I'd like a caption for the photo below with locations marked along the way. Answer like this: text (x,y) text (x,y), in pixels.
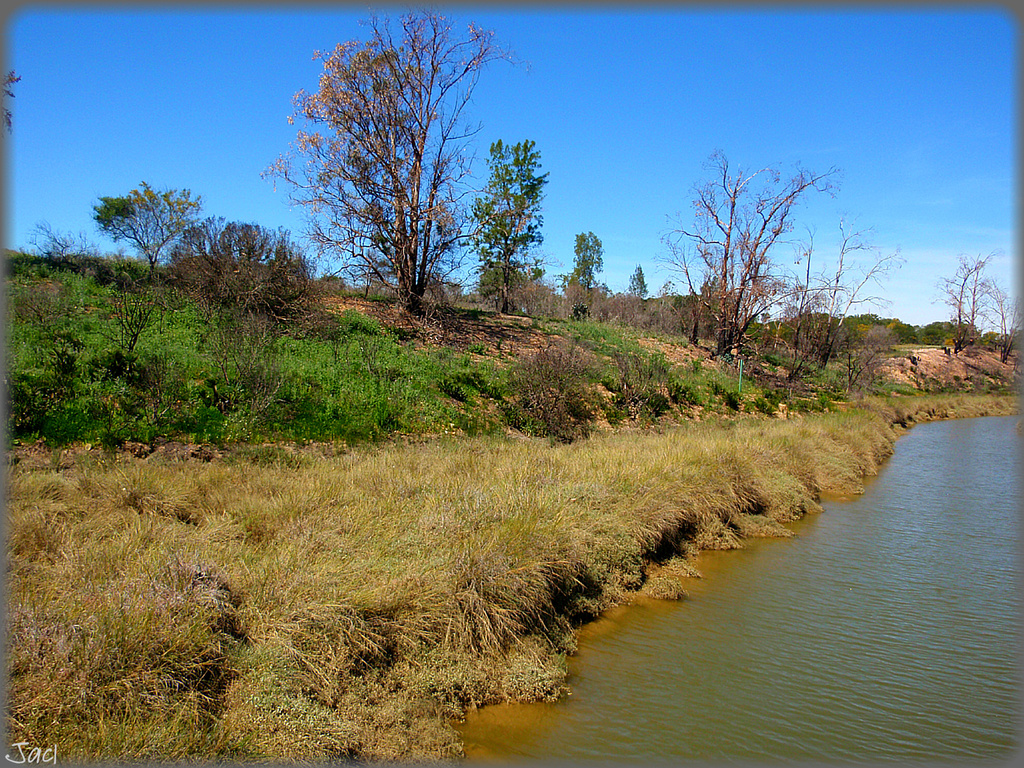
In this picture I can see trees (1013,324) and grass (322,587) on the ground (429,471) and I can see water (779,646) and a blue cloudy sky (661,171).
